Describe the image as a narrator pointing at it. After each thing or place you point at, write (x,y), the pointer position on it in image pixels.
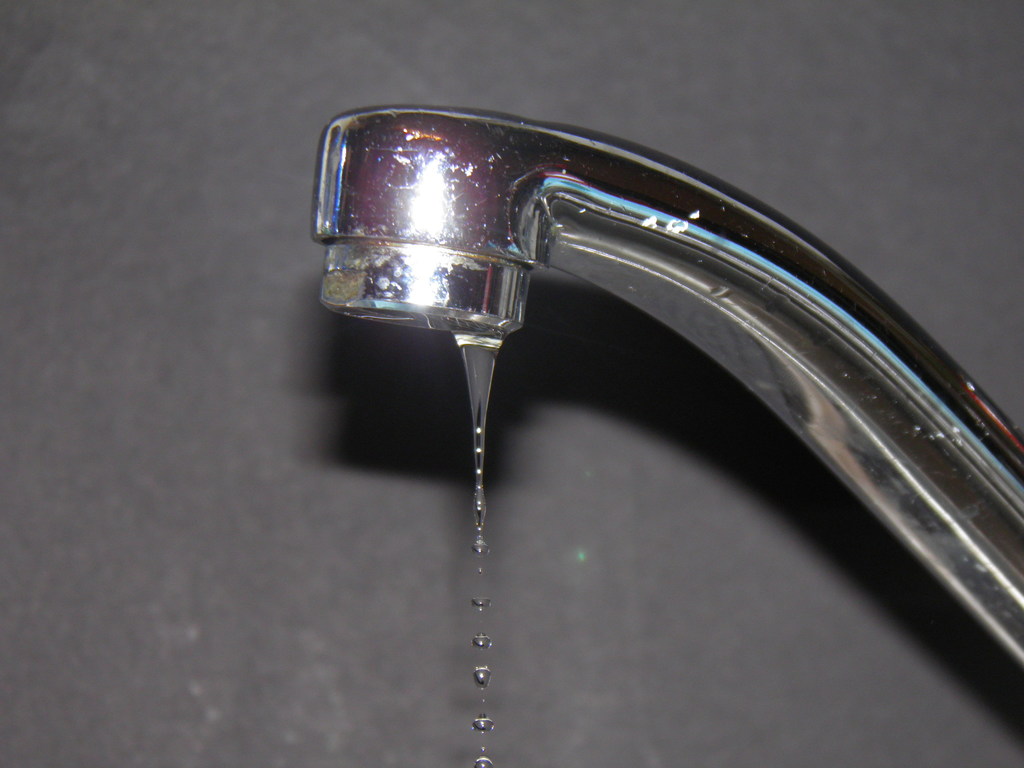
On the right side of the image (751,344) we can see a tap (776,359). In the background (679,544) there is a wall (163,317).
